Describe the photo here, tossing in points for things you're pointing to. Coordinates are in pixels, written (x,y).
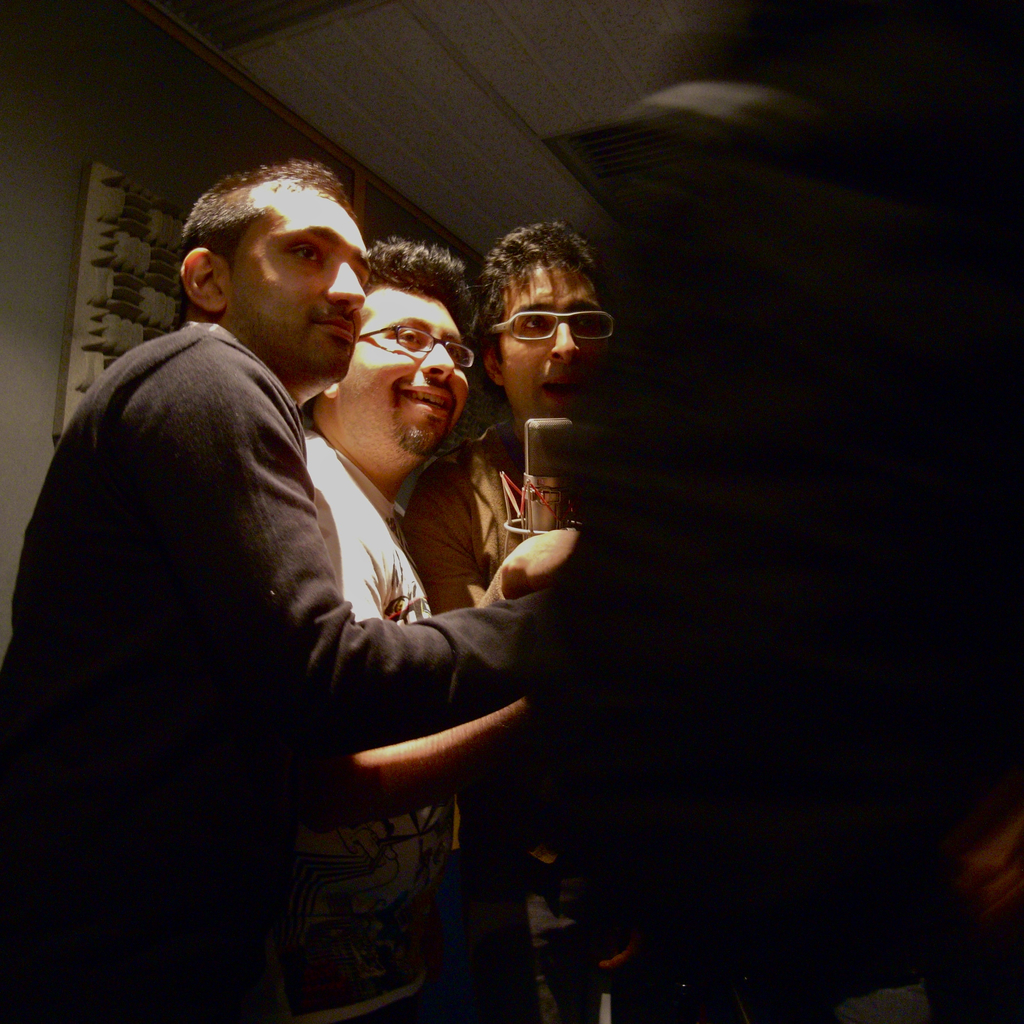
In the center of the image (367,521) we can see people (527,546) standing. There is a mic (557,478) placed before them. In the background (51,59) there is a wall (86,108).
